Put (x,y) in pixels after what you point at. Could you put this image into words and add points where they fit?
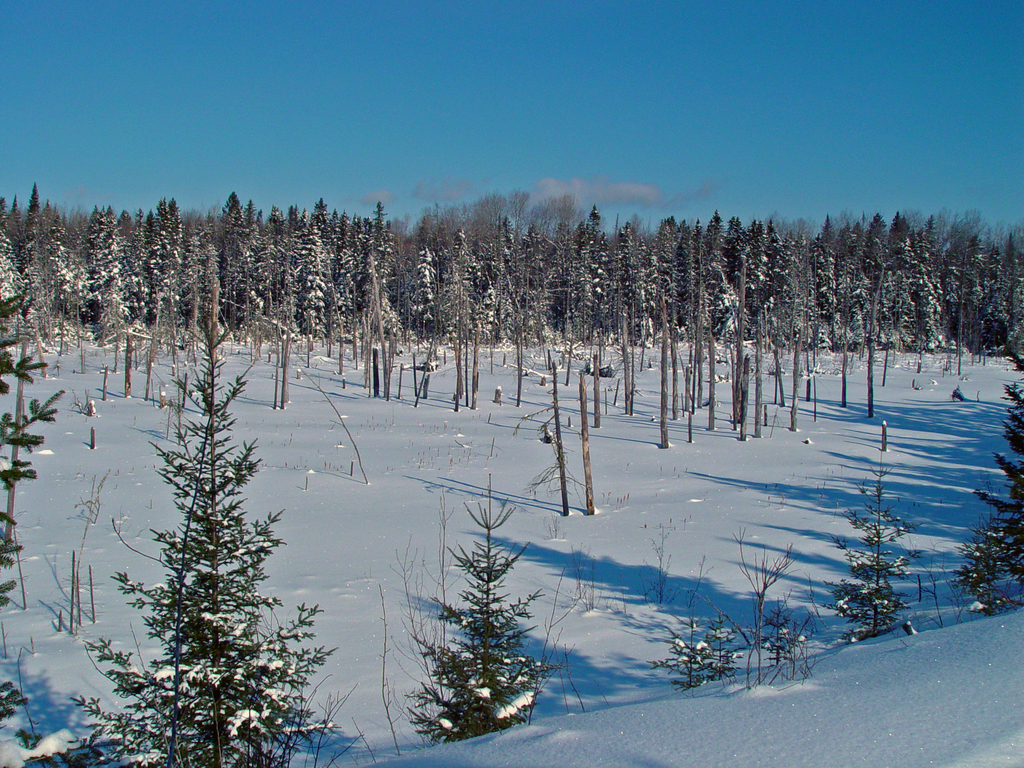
In this picture we can see a beautiful view of the snow ground (560,587) and many trees (146,289) full of snow (385,316). Above we can see clear blue sky (404,196).
